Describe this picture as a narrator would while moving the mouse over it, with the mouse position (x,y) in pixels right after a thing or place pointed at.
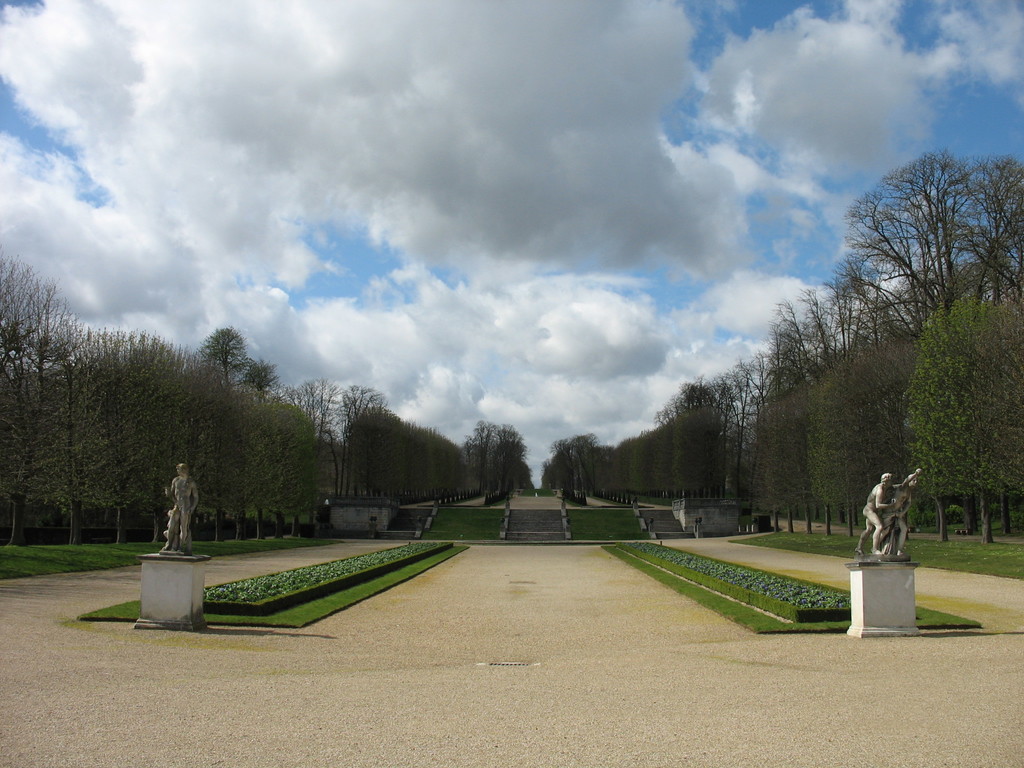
In this picture we can see sculptures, staircases (559,521), grass (498,526) and around we can see some trees (460,455).
